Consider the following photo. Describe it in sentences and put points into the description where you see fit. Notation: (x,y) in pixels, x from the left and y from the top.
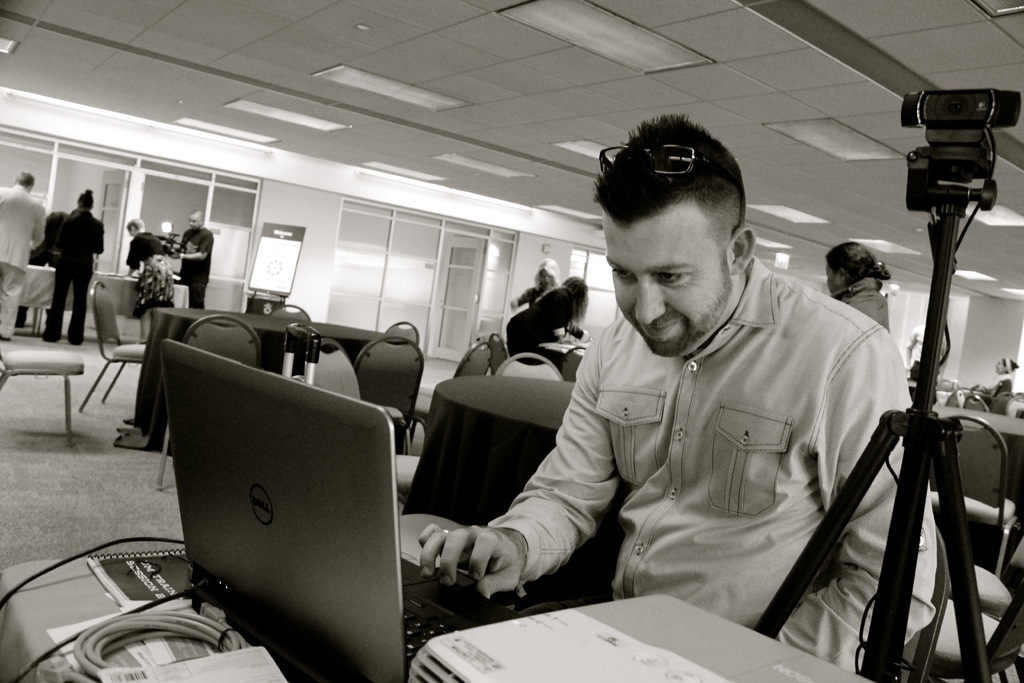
This image consists of a man (699,505) using a laptop (257,572). In front of him, there is a projector (464,656) and a table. Beside him, there is a camera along with a tripod (938,419). In the background (18,226), there are many people (522,331) along with tables (535,451) and chairs (42,366).
